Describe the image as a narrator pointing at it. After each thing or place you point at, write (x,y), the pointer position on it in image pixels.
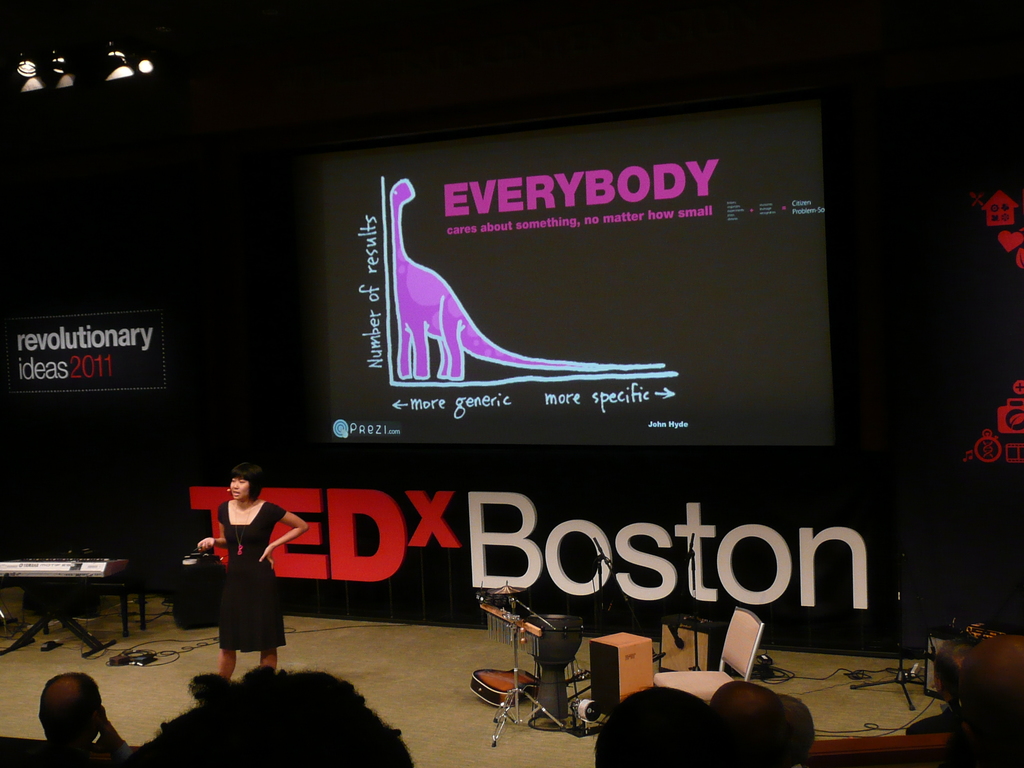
In this image we can see a woman (249,602) wearing black dress (253,623) is standing on stage (398,685). On the right side of the image (709,621) we can see group of musical instruments (563,682) and a chair (718,685) placed on the floor (343,642). In the foreground (197,755) we can see group of persons (598,746). In the background (806,578), we can a screen (828,369) and some text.
